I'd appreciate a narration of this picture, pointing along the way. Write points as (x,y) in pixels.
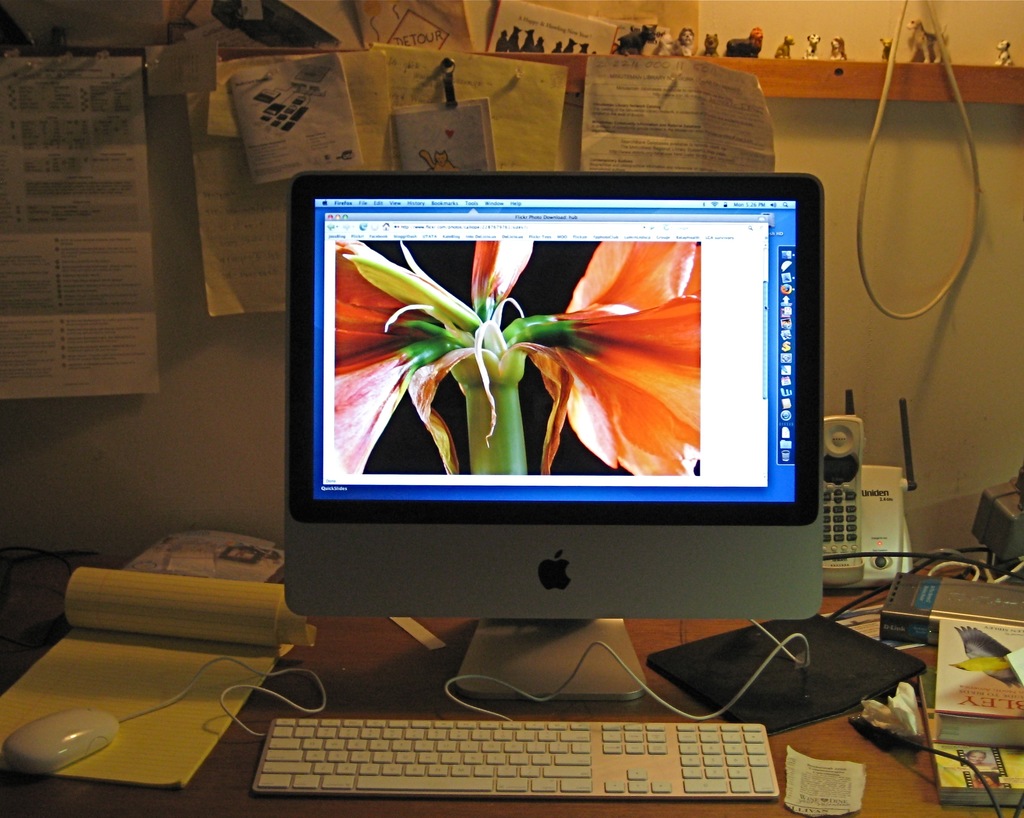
In the foreground of the image (371,765) we can see a table (206,810) on which a computer (665,759), mouse (51,755), phone (877,550) and books (1014,699) are there. On the top of the image (276,166) we can see some papers (350,152) and small statues (814,41).
